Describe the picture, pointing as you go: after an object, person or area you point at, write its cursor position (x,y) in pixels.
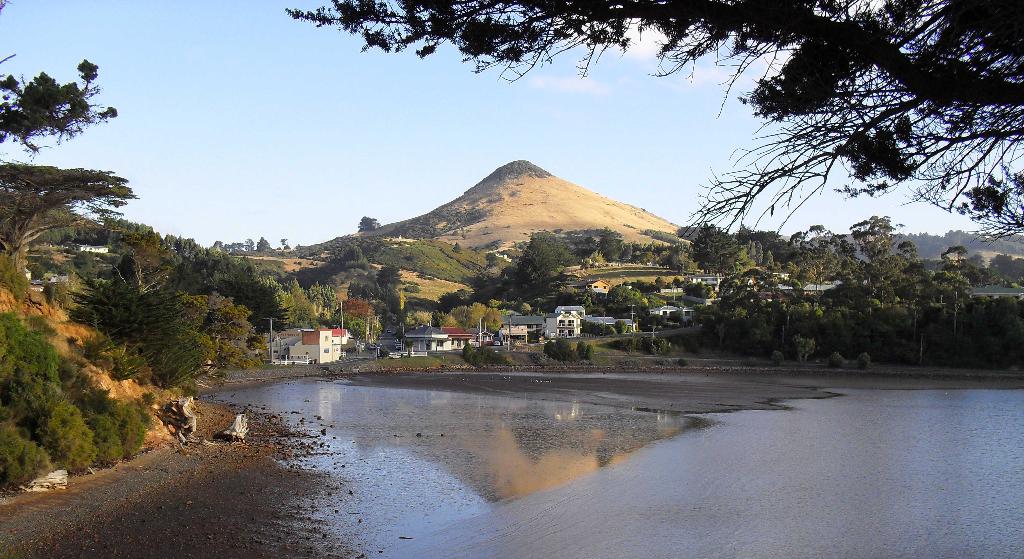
In this image in the center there is water (670,447). On the left side (148,328) there are trees (160,321). In the background (375,334) there are buildings (463,332) and there are trees (506,284). On the right side (872,295) there are trees (868,305) and the sky (726,72) is cloudy.
